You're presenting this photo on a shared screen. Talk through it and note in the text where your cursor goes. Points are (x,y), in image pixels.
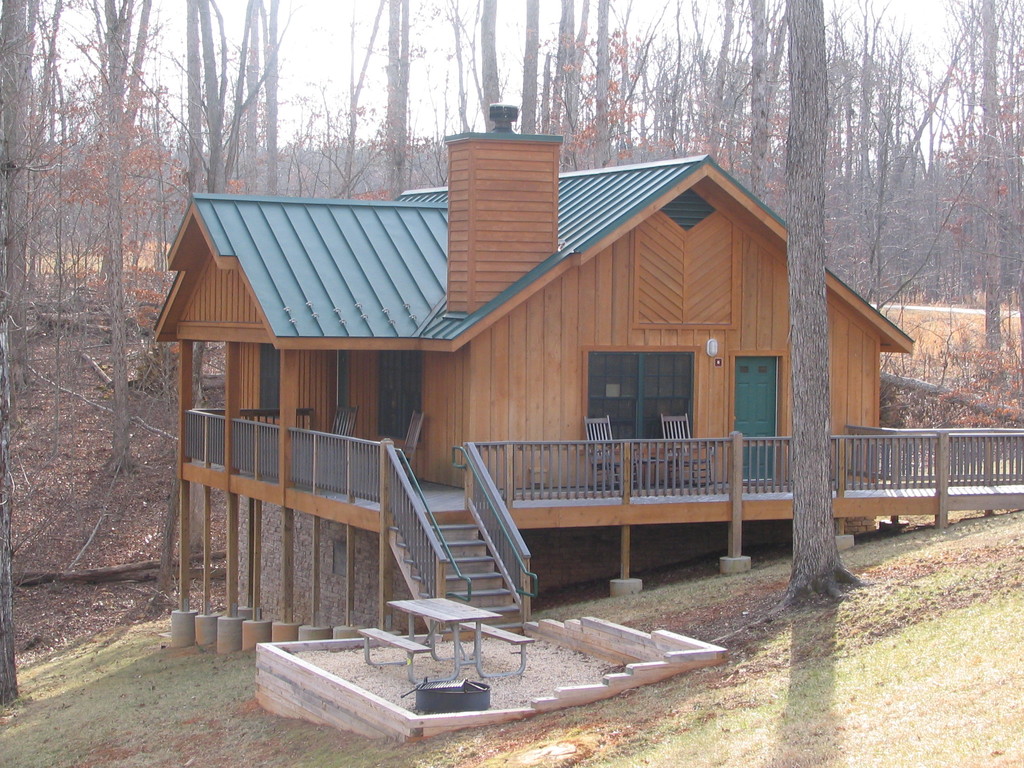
In this image I can see the grass (878,696). I can see a table (453,625). I can see a house (439,327) with stairs (485,547), doors (736,376) and windows (631,398). I can see the chairs (600,430). In the background (322,122), I can see the trees (884,220).
